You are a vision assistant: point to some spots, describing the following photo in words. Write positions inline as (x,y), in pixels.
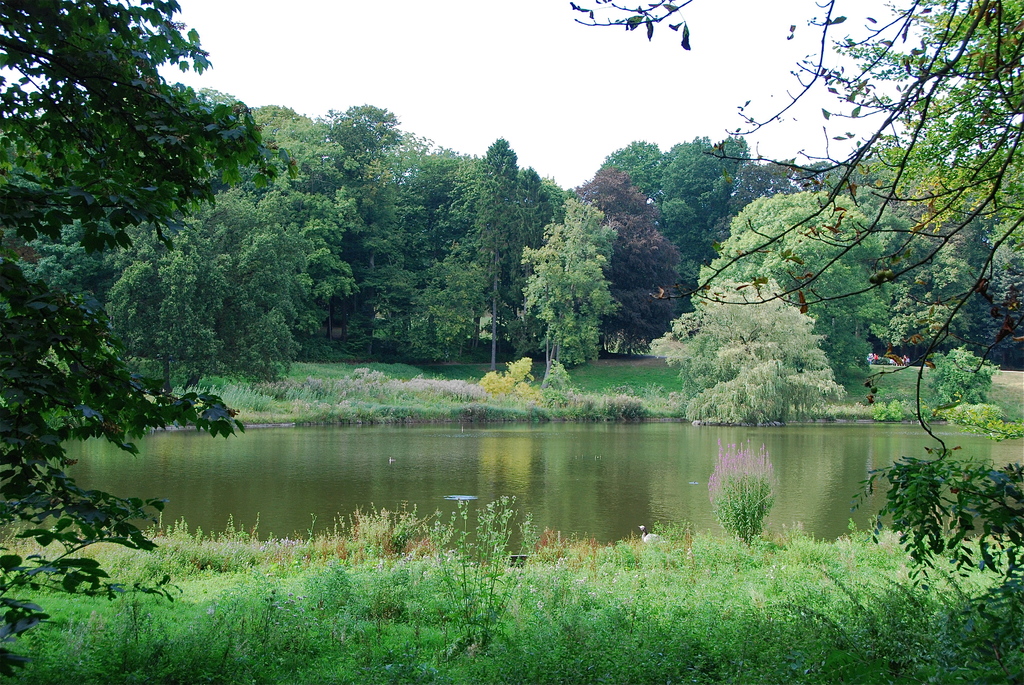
This is an outside view. In the middle of this image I can see a river (436,467). Around this river (474,495) I can see the grass (415,601) in green color and in the background (512,280) there are some trees (450,274) and a tree trunk (496,309). On the top of the image (468,75) I can see the sky (450,38).
